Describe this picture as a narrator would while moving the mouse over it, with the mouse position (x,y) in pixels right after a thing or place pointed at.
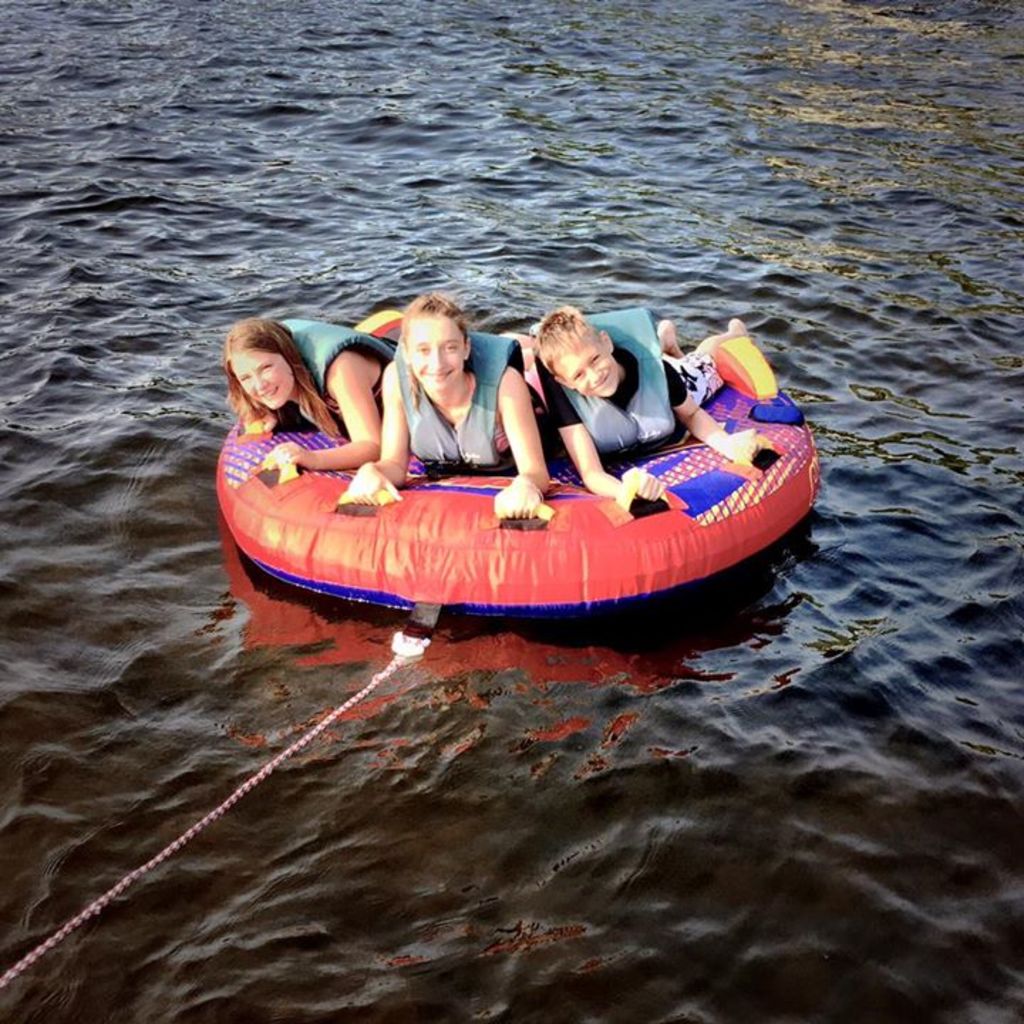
There are three children (581,319) in gray color jackets (645,319), smiling and lying on a tube boat (373,539), which is having a thread (140,877). And this boat (563,555) is on the water (442,194).
